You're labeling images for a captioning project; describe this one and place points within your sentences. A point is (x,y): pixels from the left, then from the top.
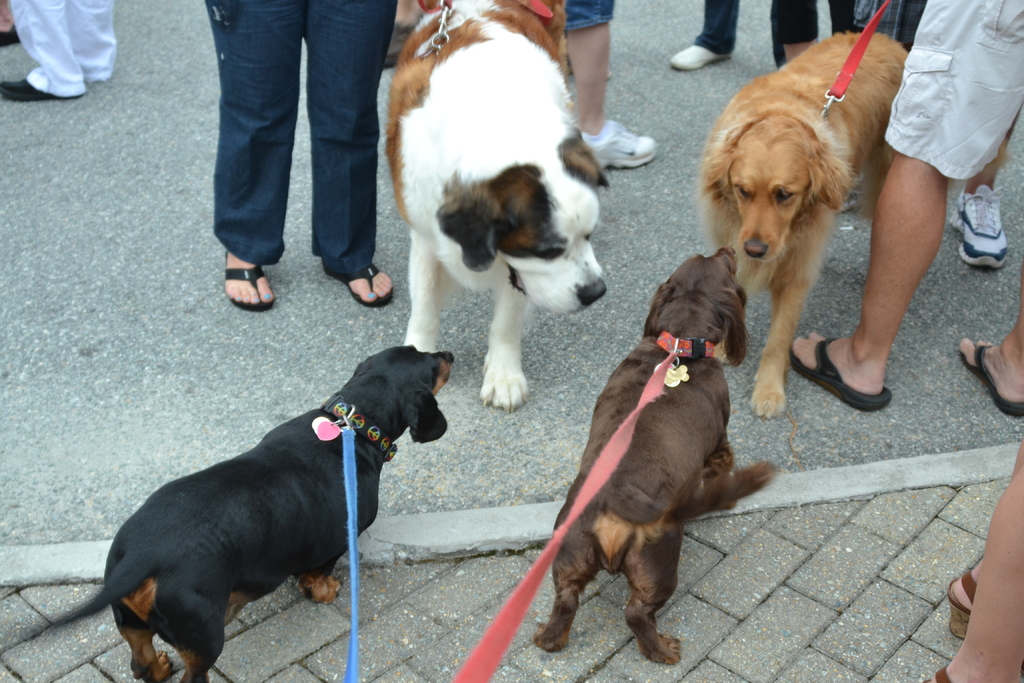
This image is taken outdoors. At the bottom of the image (676,593) there is a sidewalk (710,596) and a road (166,313). In the middle of the image (648,365) there are four dogs (222,623) tied with belts (853,50). At the top of the image (296,60) there are a few people (902,79) standing on the road (973,390).
